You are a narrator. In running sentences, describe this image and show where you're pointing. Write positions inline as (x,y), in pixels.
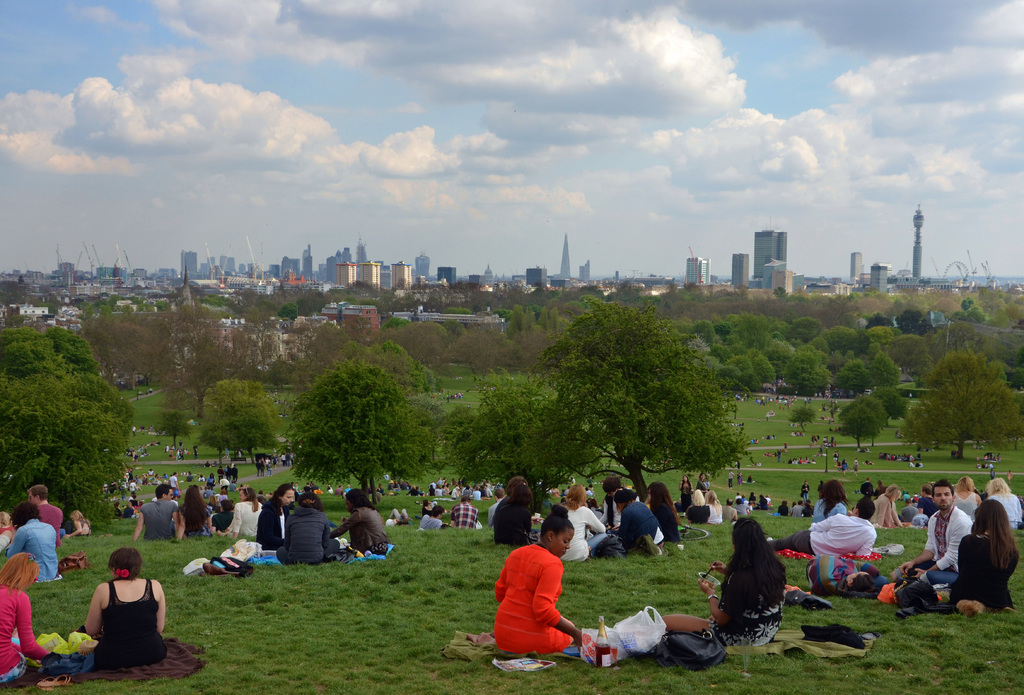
People (948,522) are sitting on the grass (387,599). There are bags (676,655), polythene bags (629,642) and bottle (602,648). There are trees (786,348) and buildings (554,281). There are clouds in the sky (528,123).
